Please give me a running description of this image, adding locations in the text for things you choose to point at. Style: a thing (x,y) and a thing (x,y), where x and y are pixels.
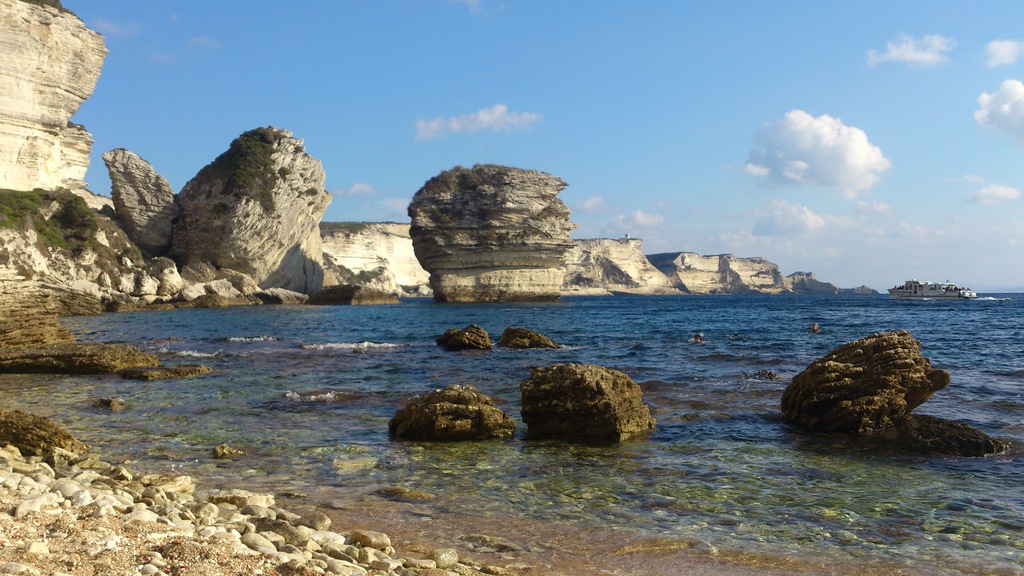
In this image there are rocks (521,342) and water (690,464) and there is a ferry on the water (863,298).
